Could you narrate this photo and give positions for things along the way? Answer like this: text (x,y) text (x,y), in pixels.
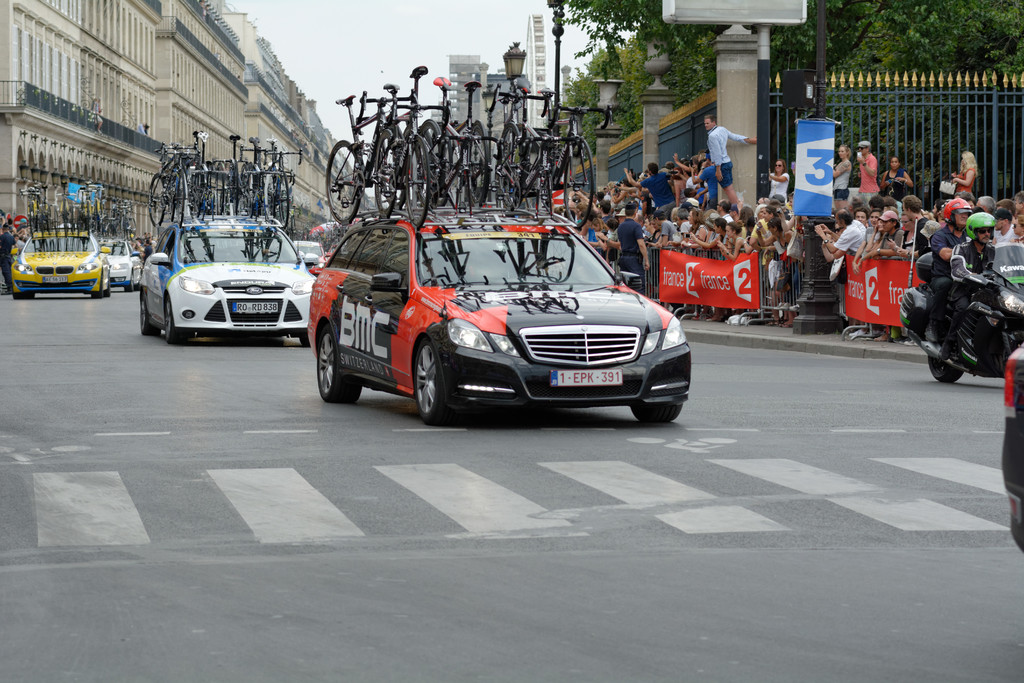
In this picture I can see few buildings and few cars (365,356) on the road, carrying bicycles (407,205) on the roof (268,221) of the cars (250,239) and few people (773,209) standing on both sides of the road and I see a motorcycle (979,312) and couple of them (944,284) seated on it and they wore helmets (969,231) and few banners (864,294) with some text (739,288) and trees (889,59) and a metal fence (662,141) and a cloudy Sky (359,59) and few pole lights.
